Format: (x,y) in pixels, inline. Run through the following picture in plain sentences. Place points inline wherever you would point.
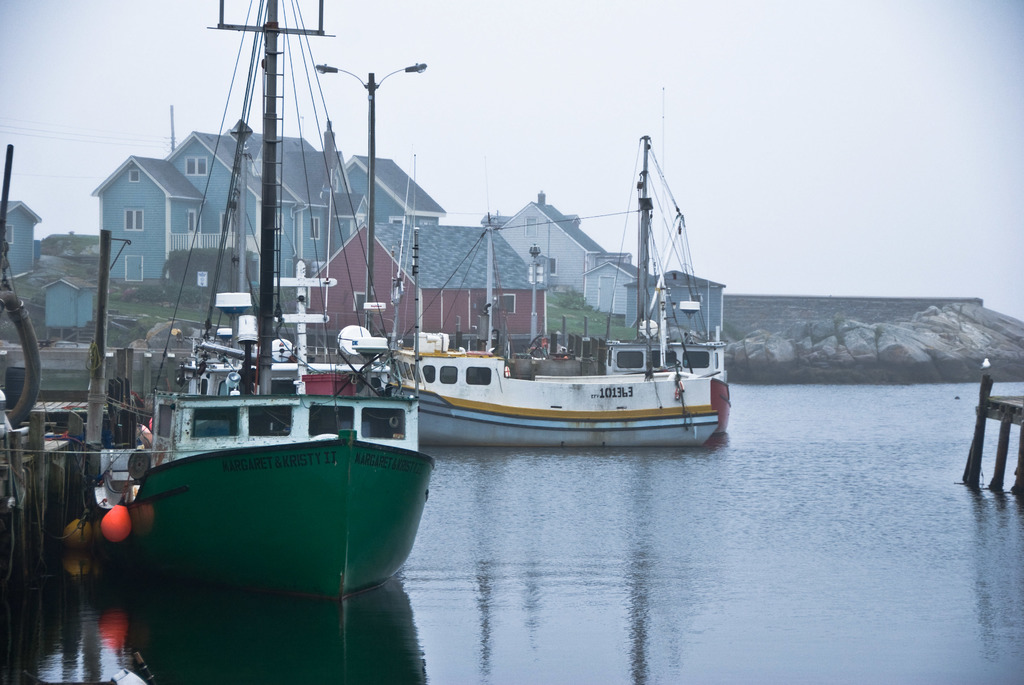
In this image we can see boats (406,477) on the water (576,506). Here we can see poles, wires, houses (254,207), wall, rocks (983,321), bird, and an object (1010,398). In the background (614,106) there is sky (692,211).
